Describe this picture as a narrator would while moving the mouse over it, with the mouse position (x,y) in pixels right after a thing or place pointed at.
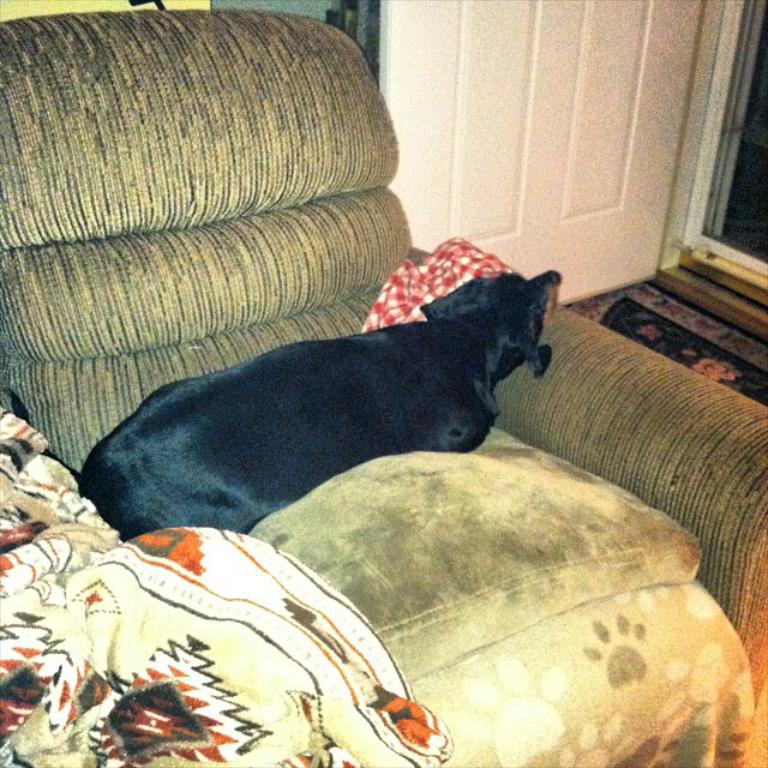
Here we can see a dog (510,304) sitting on a chair (196,221) and at the top right (558,175) we can see a door (618,159).
